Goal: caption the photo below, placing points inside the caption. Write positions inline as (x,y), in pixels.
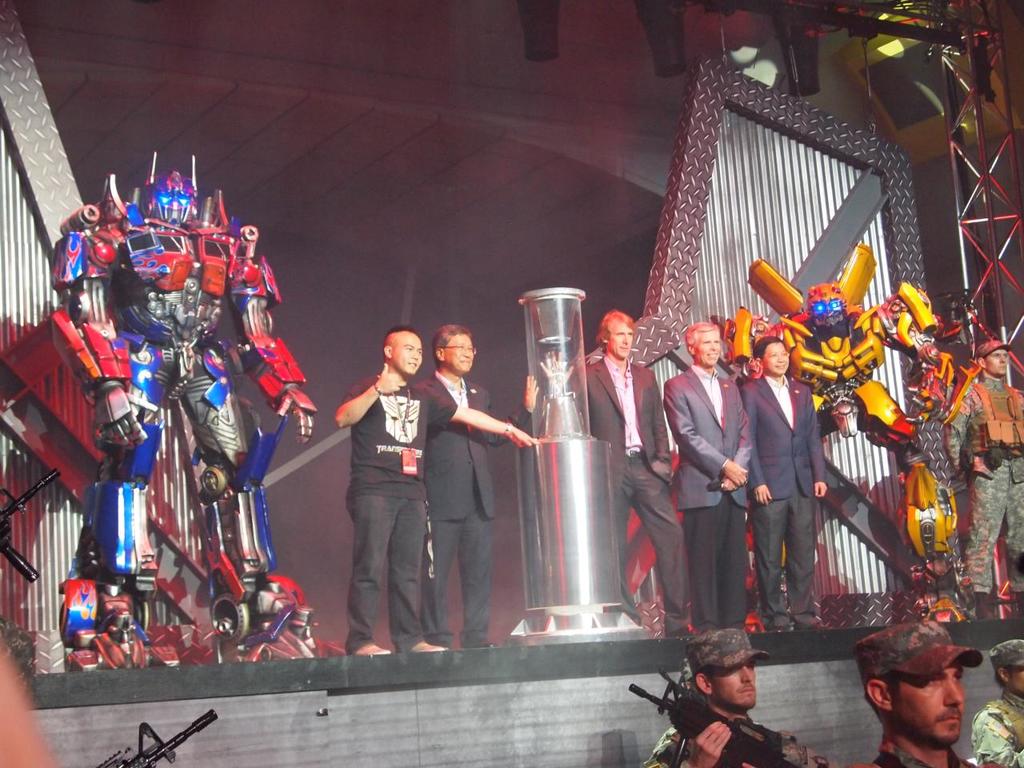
This picture shows couple of robots (860,340) on the dais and we see few people (1014,491) standing and we see few people (985,593) wore caps (1014,651) on their heads (721,688) and a man (708,693) holding a gun (744,731) in his hand (699,759) and we see a robot hand (551,421) in the glass (577,400).
